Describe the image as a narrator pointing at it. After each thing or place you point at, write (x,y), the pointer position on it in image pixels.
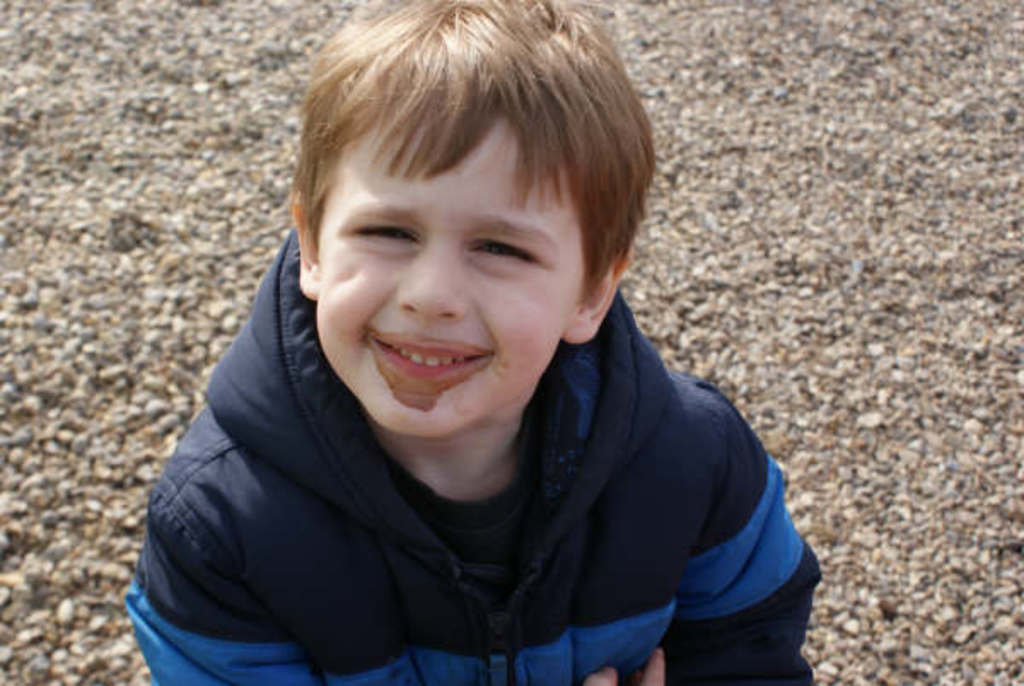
In the center of the image (676,399) there is a boy (353,47) wearing a jacket (696,532). In the bottom of the image (893,577) there are stones (871,605).
